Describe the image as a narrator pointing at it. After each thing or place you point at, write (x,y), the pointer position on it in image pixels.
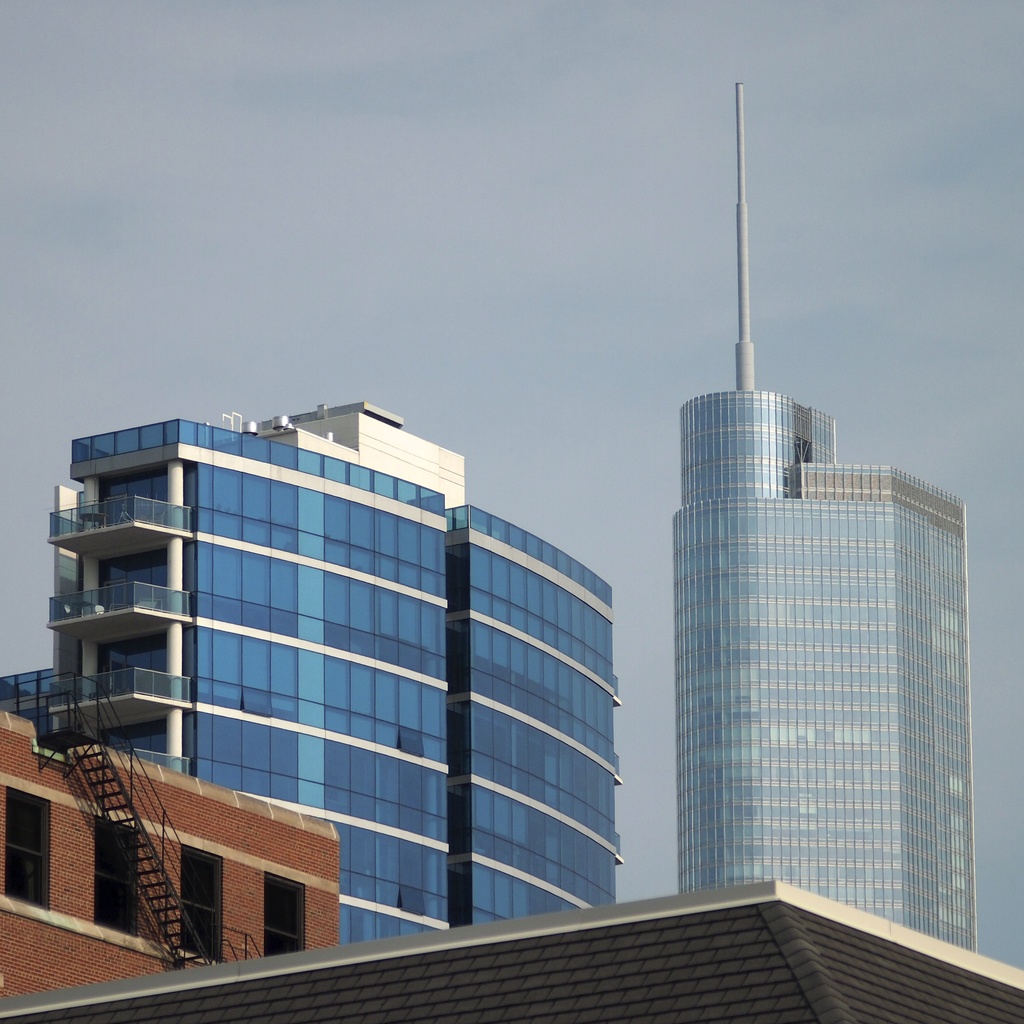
In the center of the image (433,468) we can see the sky (704,228), clouds (703,310), buildings (687,609), fences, windows (839,526), one pole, staircase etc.
